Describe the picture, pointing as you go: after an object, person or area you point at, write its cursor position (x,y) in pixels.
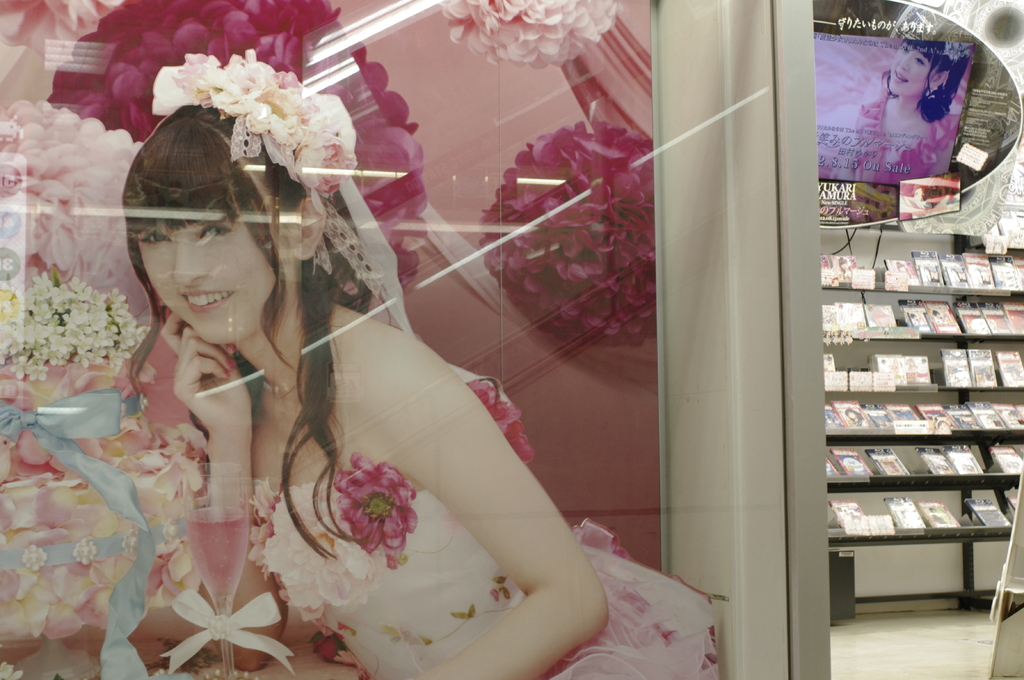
In this image in front (61,660) there is a poster (308,402). In the background of the image (894,390) there are objects (902,413) in the shelf (938,436). At the bottom of the image (894,621) there is a floor (916,631).
